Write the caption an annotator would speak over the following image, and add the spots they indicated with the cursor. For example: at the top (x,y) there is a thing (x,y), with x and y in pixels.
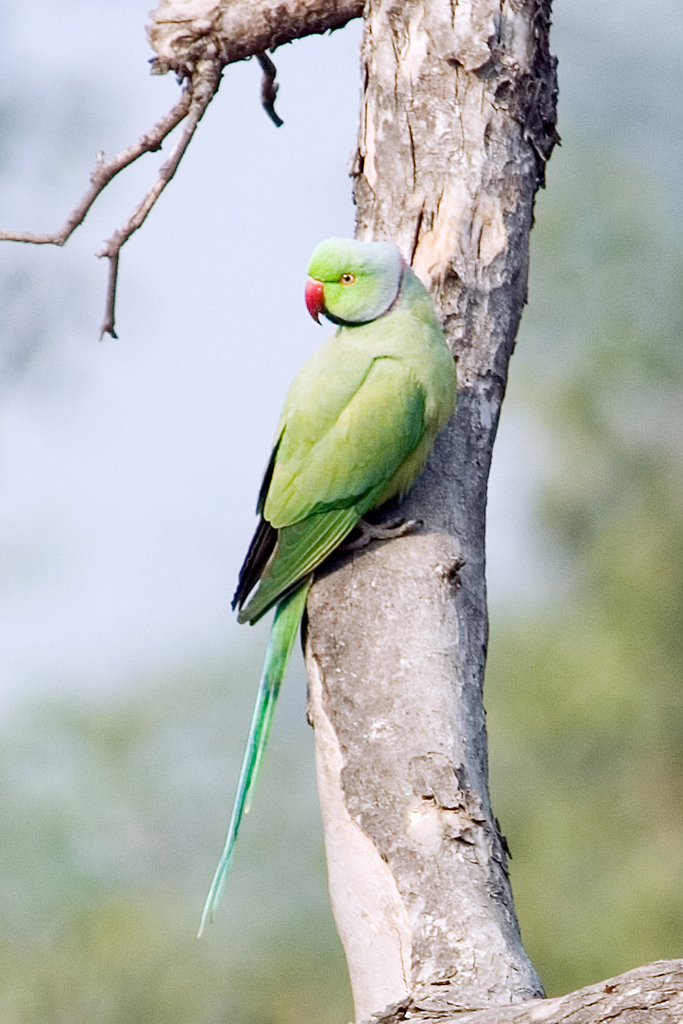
In this picture I can observe a parrot (264,500) on the tree (446,450). The parrot (400,432) is in green color. The background (113,356) is completely blurred.
